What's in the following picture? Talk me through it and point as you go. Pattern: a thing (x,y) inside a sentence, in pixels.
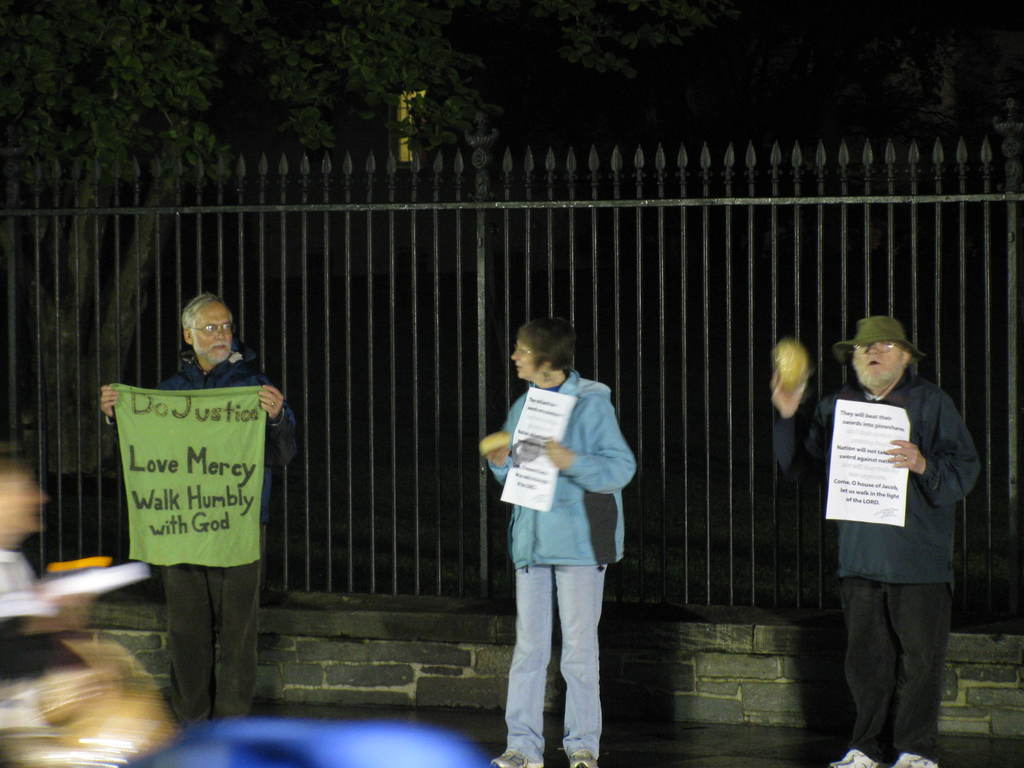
In this picture we can see three people (523,523) are standing and two of them are holding papers (525,491) and objects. And a man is holding a cloth (222,486), we can see text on it. In the background of the image (373,252) we can see the grilles (415,223), board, tree (124,8). In the bottom left corner (114,680) we can see a person (47,641) is holding an object (46,722). At the bottom of the image (728,750) we can see the road (752,746). At the top (782,71), the image is dark.
